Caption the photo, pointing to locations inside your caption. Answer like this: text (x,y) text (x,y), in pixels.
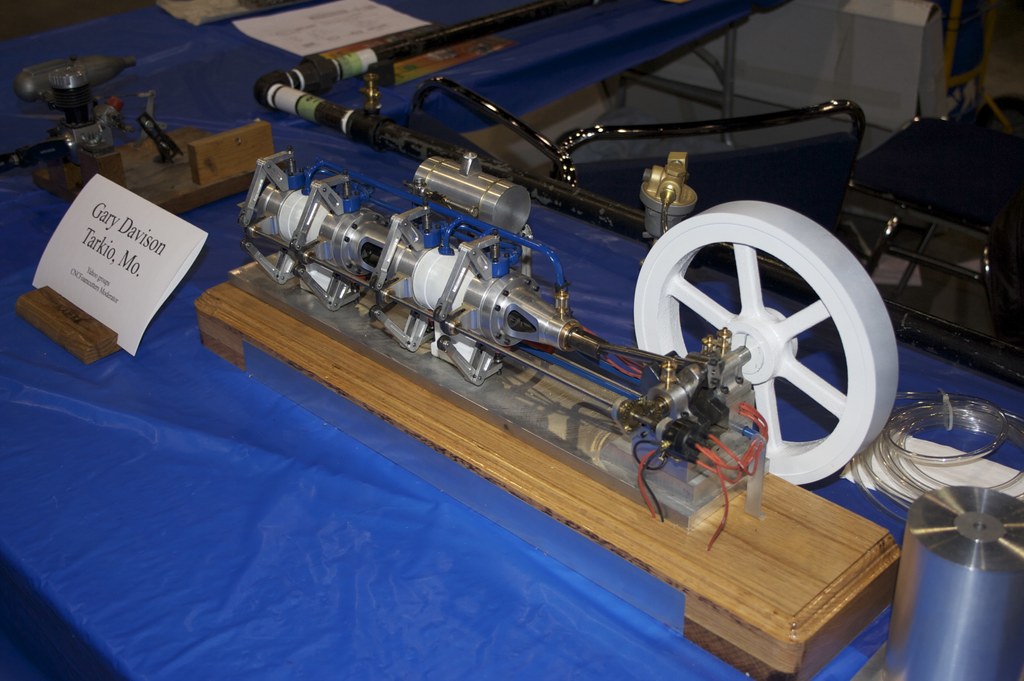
In this image I can see few tables (486,556) and on it I can see blue colour table cloths (217,674), a board (103,194), few equipment (477,321) and on the board (173,279) I can see something is written. On the top right side of this image (772,116) I can see few chairs (747,166).
